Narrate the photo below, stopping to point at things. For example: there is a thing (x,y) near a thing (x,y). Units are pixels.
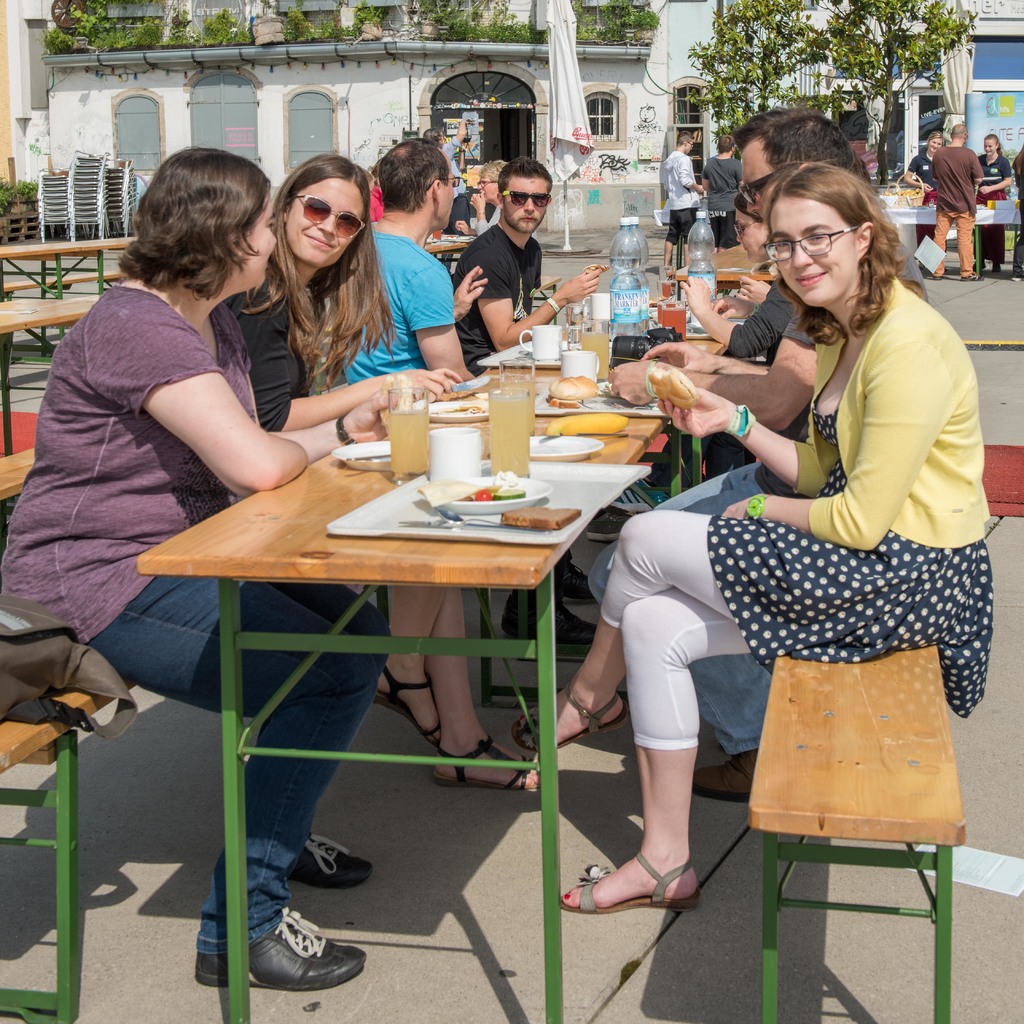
A group of people (301,386) are sitting on the bench (810,805) and having food (558,520).
